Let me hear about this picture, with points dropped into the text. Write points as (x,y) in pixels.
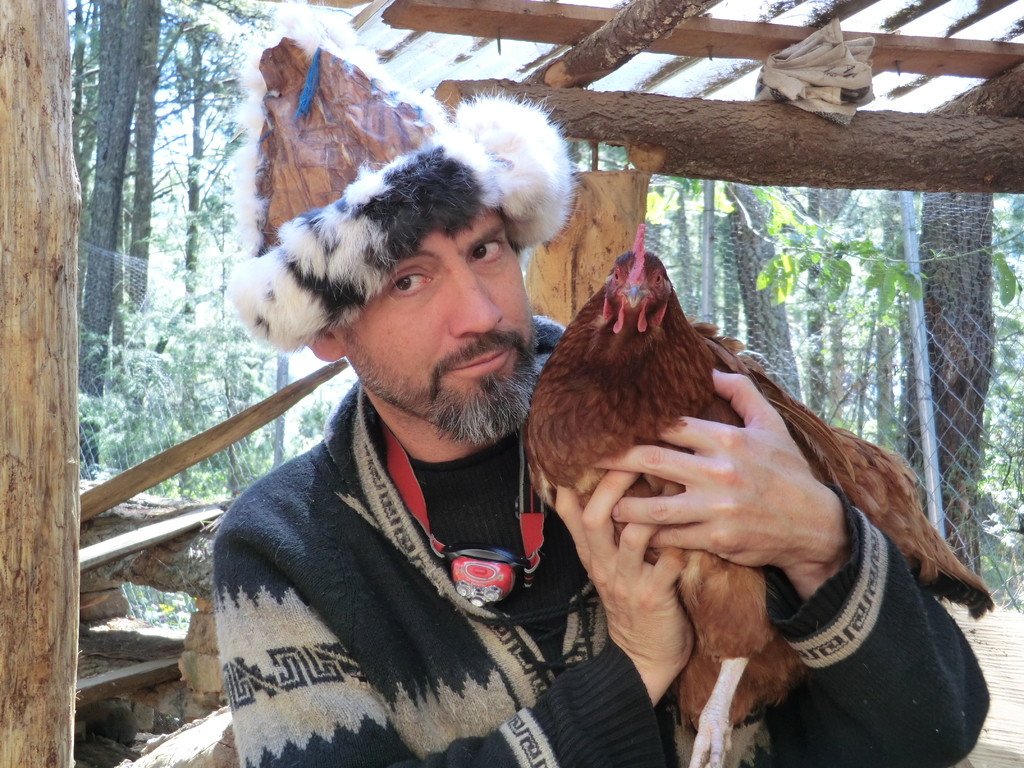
In the front of the image (481,303) I can see a person (481,303) wearing a hat (381,209), an object (527,500) and holding a hen (629,443). In the background of the image (920,291) there are branches (147,475), mesh (780,334), pole (933,423) and trees (1008,351).
